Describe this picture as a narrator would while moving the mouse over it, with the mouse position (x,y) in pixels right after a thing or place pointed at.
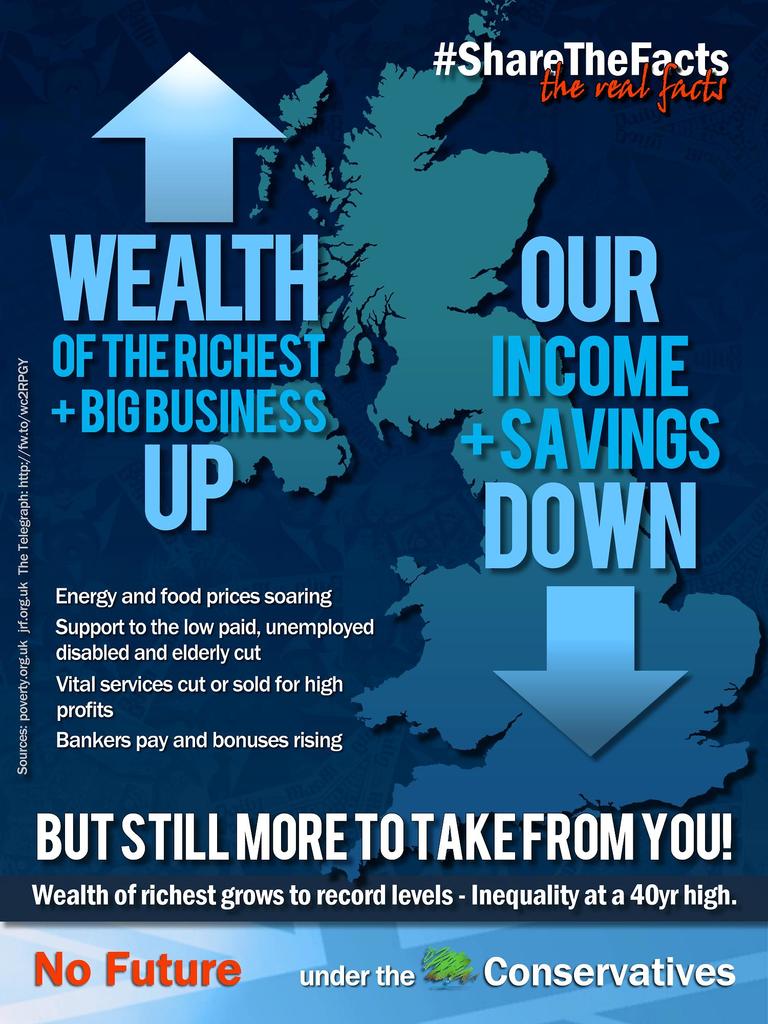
We can see poster (421,552), in this poster (393,648) we can see some information (640,963).
